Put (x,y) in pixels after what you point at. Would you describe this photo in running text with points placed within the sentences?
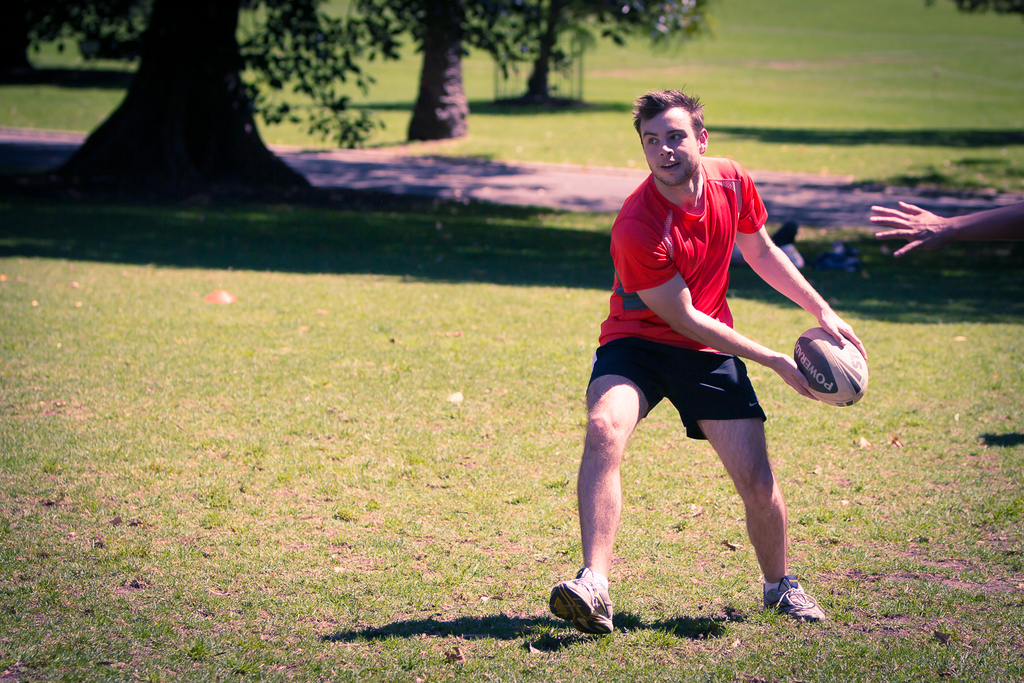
A person (761,499) is standing on the grass (684,483) and holding a ball (799,355) in his hand (795,376). He is wearing a red t shirt (633,246) and shorts (679,383). At the right (942,221) there is a hand (903,229) of a person (917,227). Behind him there are trees (425,114).
